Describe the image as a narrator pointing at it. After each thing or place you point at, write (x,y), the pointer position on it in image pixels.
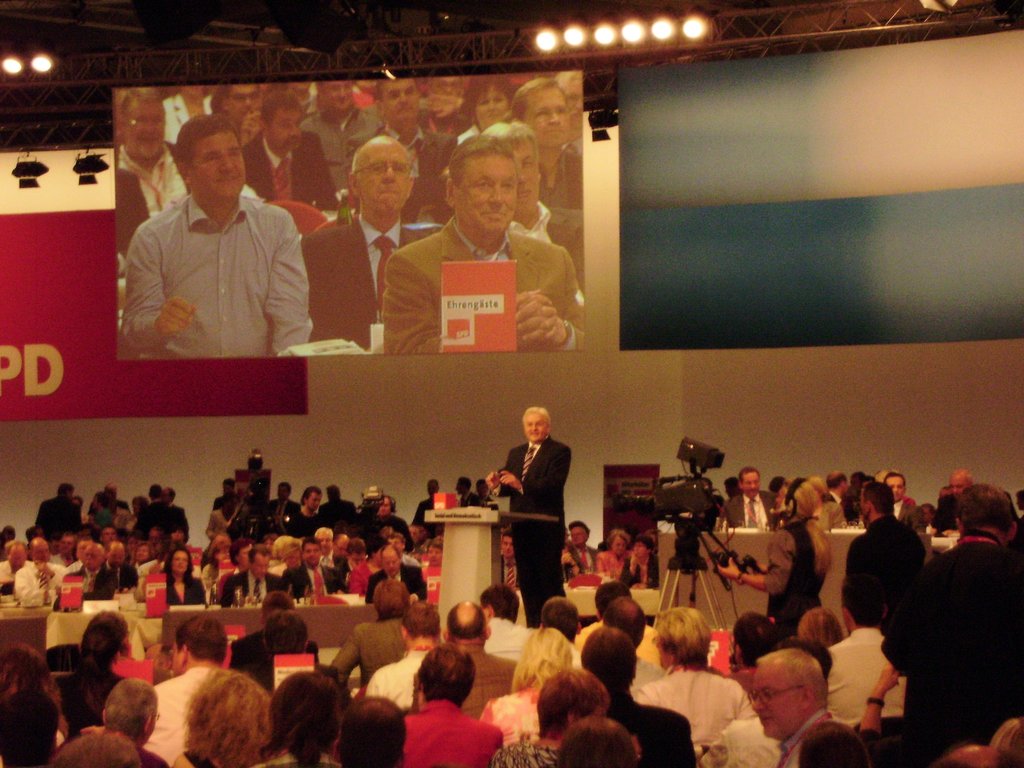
In the image in the center (460,499), we can see a group of people (354,631) are sitting around the table (305,615). On the table (257,618), we can see the banners (310,656) and a few other objects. And we can see one person (549,489) standing. In front of him, there is a stand (487,543), camera (644,509) and microphone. In the background (648,493) there is a banner (118,365), screen (336,344) and lights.
